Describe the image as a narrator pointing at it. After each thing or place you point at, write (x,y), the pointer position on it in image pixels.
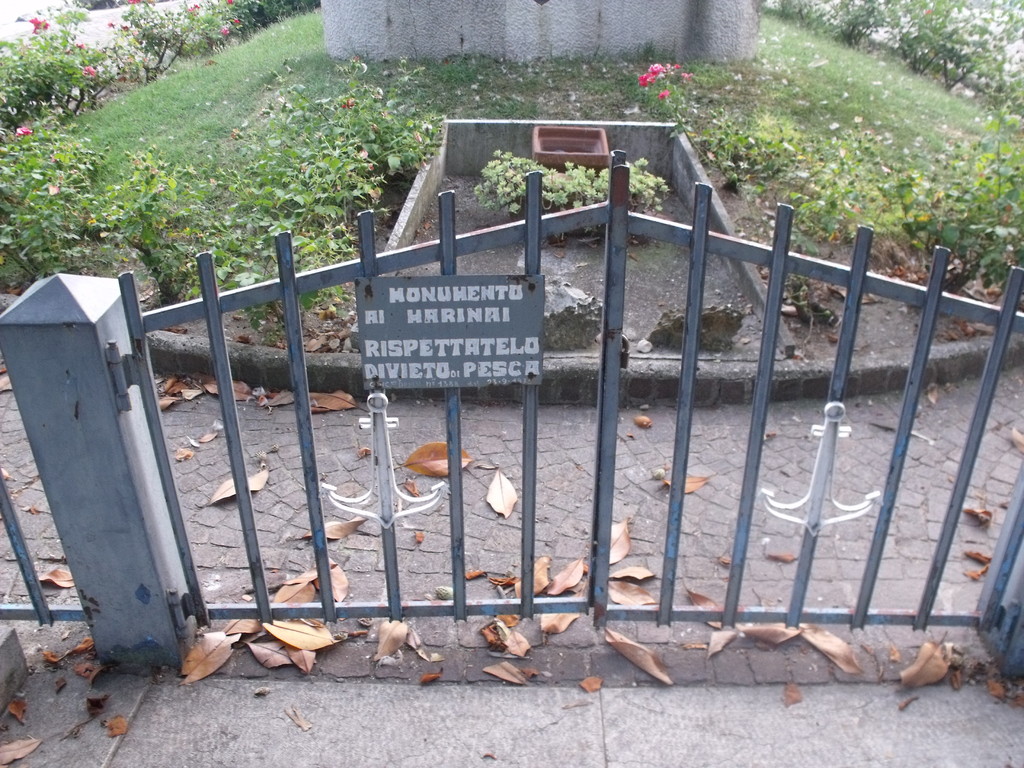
In this image, we can see an iron gate (318,548), in the background (272,188) there are some green color plants (336,155).
